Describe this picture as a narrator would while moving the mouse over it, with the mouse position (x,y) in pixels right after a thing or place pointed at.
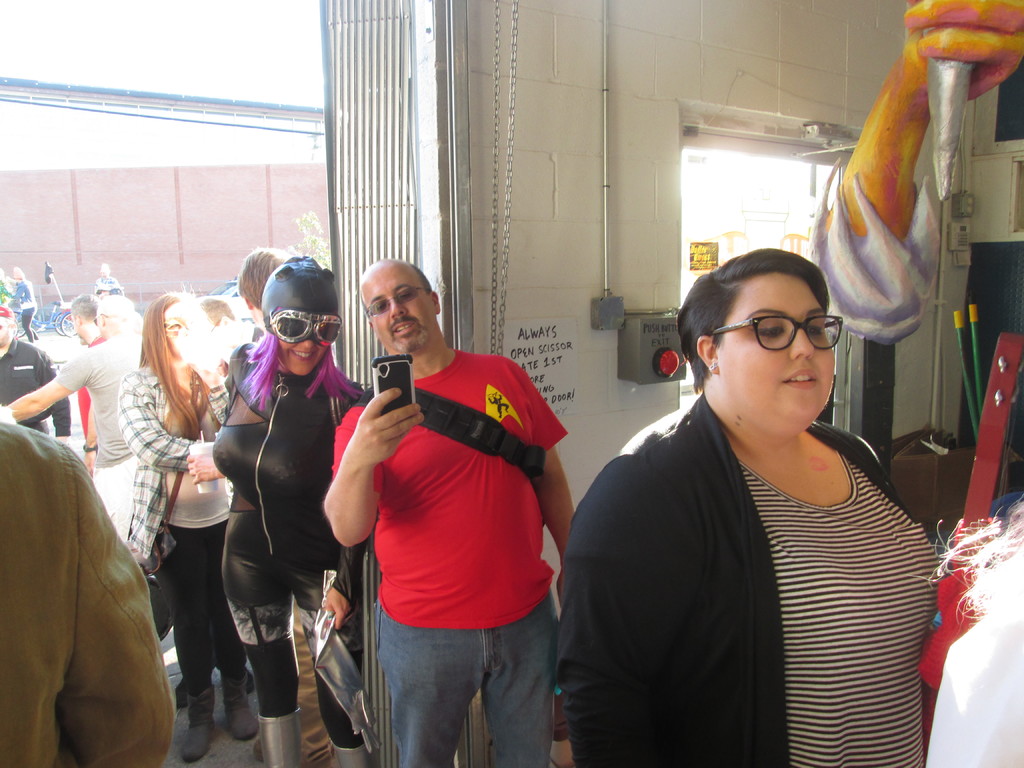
This image consists of a woman (714,520) wearing black jacket (659,578). In the middle (372,420), there is a man (372,480) holding a mobile (383,364). There are many people (257,559) in this image. In the background (86,192), there is a wall (116,212). At the bottom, there is a floor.
